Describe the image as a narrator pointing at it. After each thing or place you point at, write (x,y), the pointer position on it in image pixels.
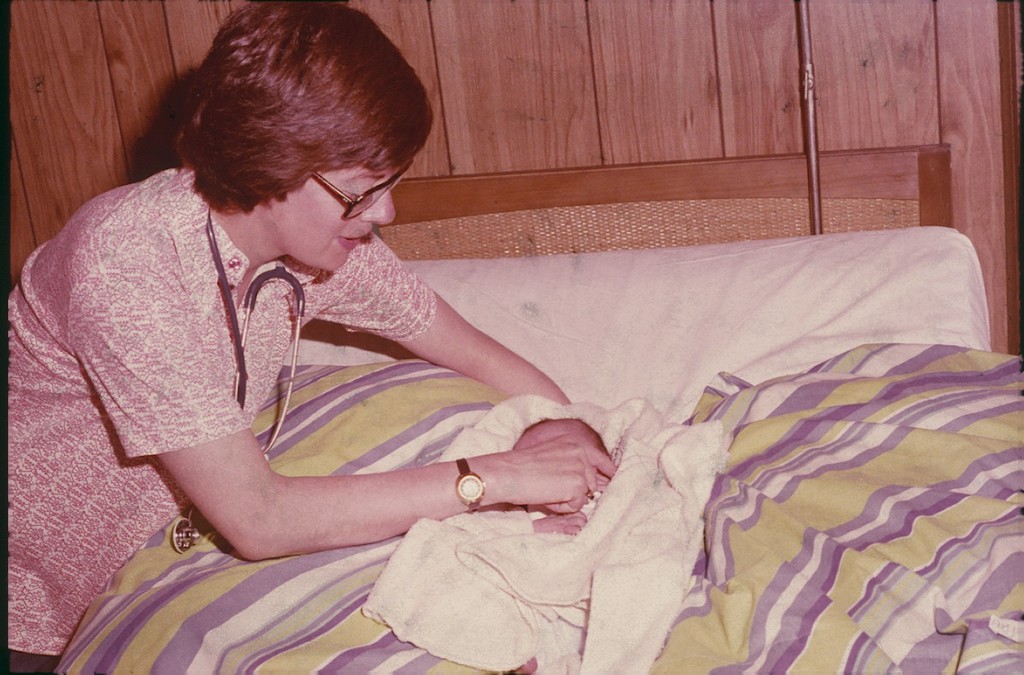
In the picture we can find a woman (190,430) leaning on the bed (849,209) and we can see also a bed sheet (399,449) on the bed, in the background (426,78) we can find a wooden wall (826,114).
